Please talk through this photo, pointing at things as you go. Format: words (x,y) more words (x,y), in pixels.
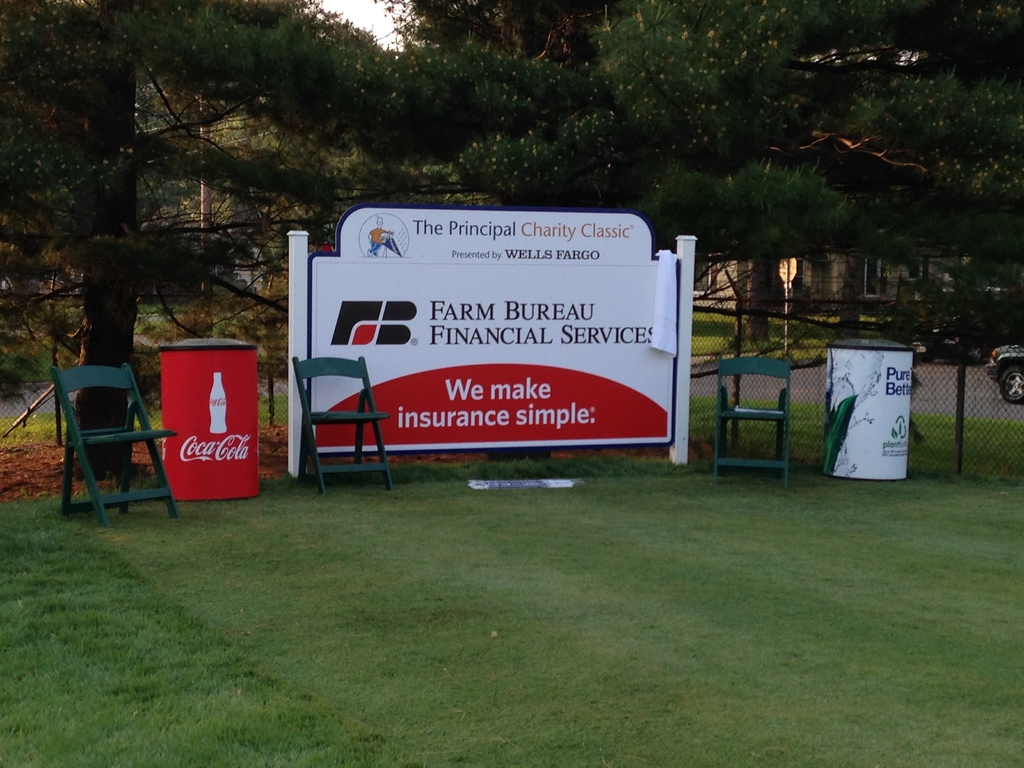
In the given image i can see a chairs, trees (21,210), grass (993,569), fence (957,402), vehicles (961,350), poles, house (814,283), board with some text (517,333) and some other objects (246,352).
